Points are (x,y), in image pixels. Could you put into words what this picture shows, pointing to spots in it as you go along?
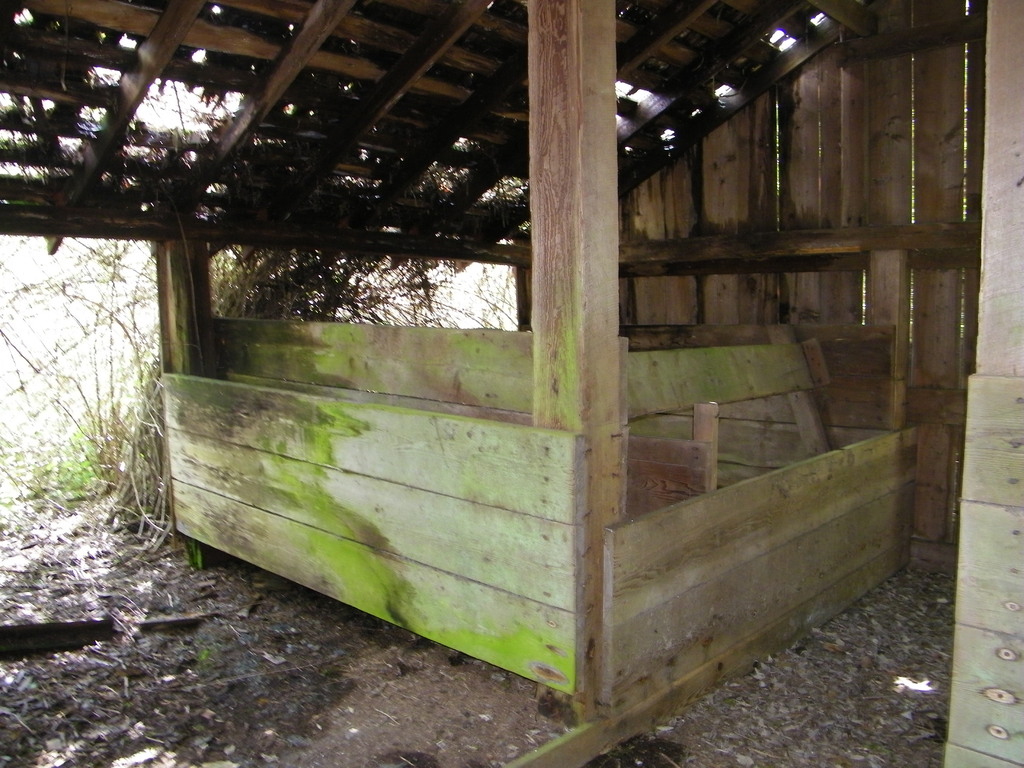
In this image we can see wooden shed (428,437), trees (163,497), ground (886,654) and sky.
